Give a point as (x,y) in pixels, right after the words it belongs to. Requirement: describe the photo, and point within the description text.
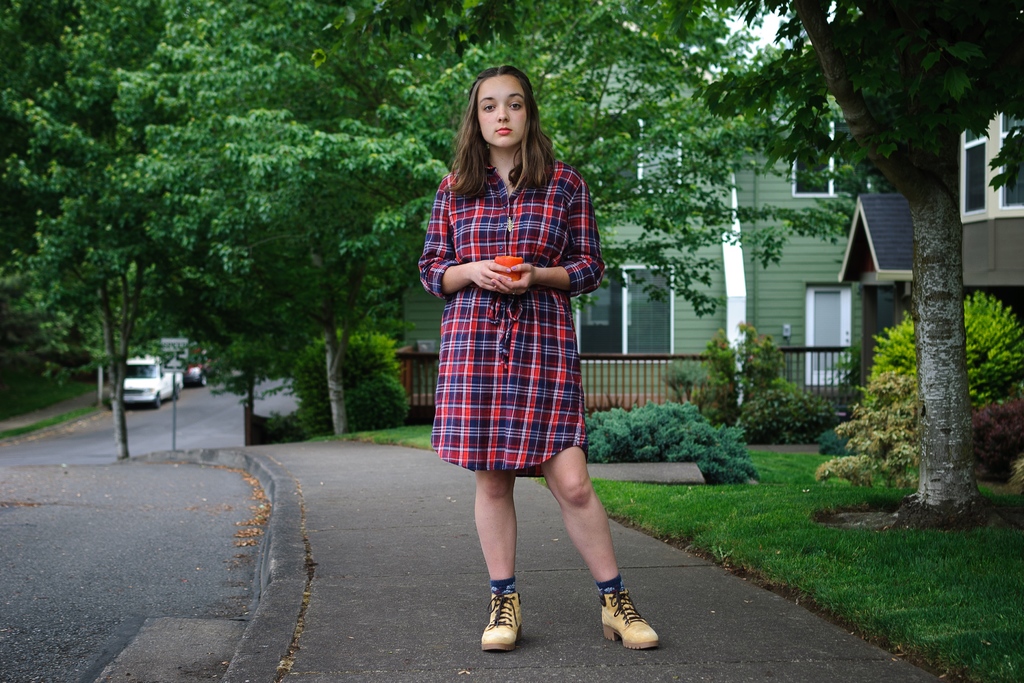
This image is clicked on the road (109,601). To the left (120,500) there is a road (73,436). Beside the road (211,551) there is a walkway (348,530). There is a woman (487,387) standing on the walkway (467,554). She is holding an object (519,259) in her hands (511,281). Beside her there are plants (707,462), trees (945,359) and grass (860,575) on the ground (903,550). Behind her there is a house (716,270). There is a railing (626,374) around the house (656,370). There is a sign board (177,362) on the walkway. In the background (151,375) there are vehicles (151,375) parked on the road (151,413). There are trees (219,87) in the image.
